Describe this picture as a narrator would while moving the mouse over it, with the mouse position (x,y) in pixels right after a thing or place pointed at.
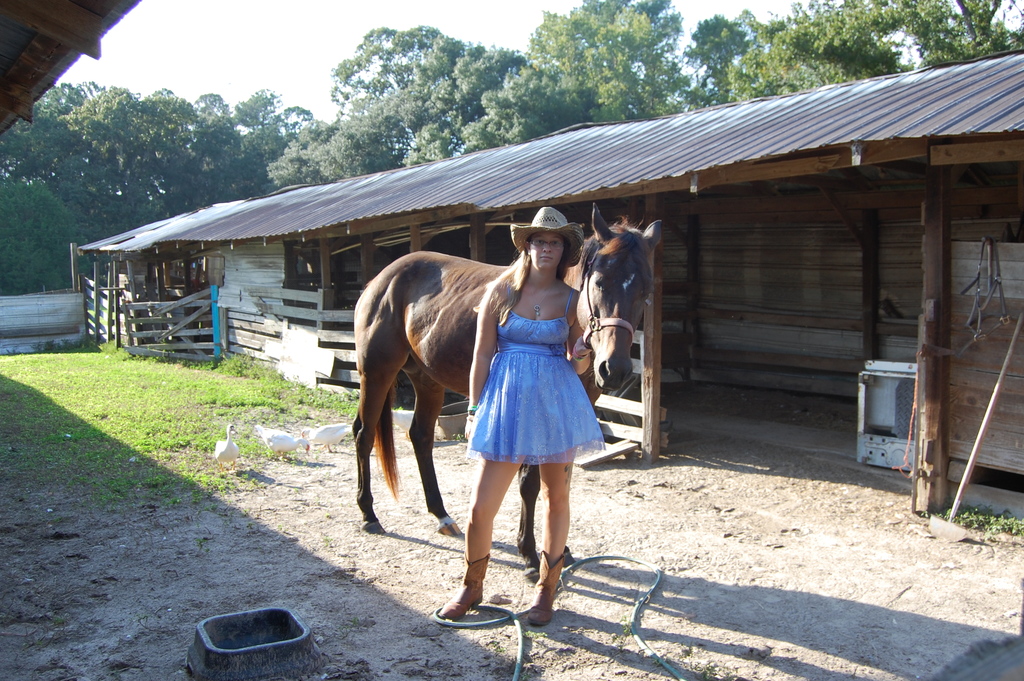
The image is outside of the city and it is very sunny. In the image there is a woman (547,270) holding a horse (628,292) in middle (614,334), on right side (829,380) we can see a house (975,209) at bottom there is a grass (77,362) top we can see some trees (65,135) and a sky (191,37).
